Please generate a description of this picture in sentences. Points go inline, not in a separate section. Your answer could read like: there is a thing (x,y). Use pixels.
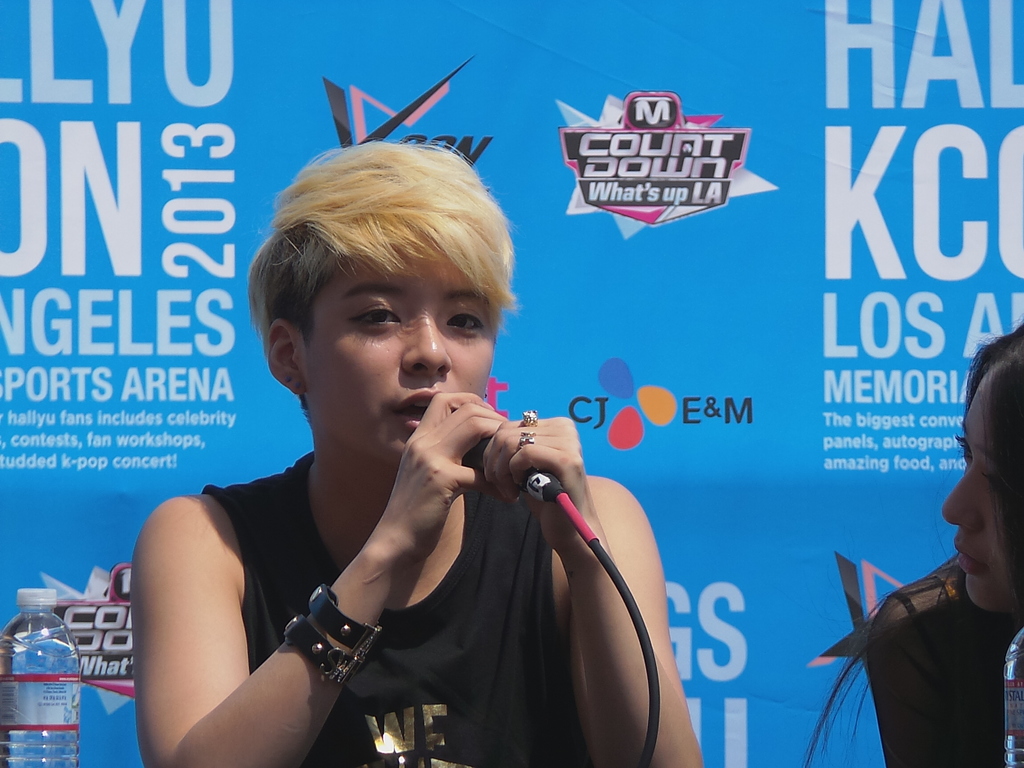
A person (411,525) holding a mic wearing wrist band (353,639) is talking. In the background (424,121) there is a banner (722,228). And there is a bottle (50,653). A lady (952,595) is sitting next to this person (440,572).
